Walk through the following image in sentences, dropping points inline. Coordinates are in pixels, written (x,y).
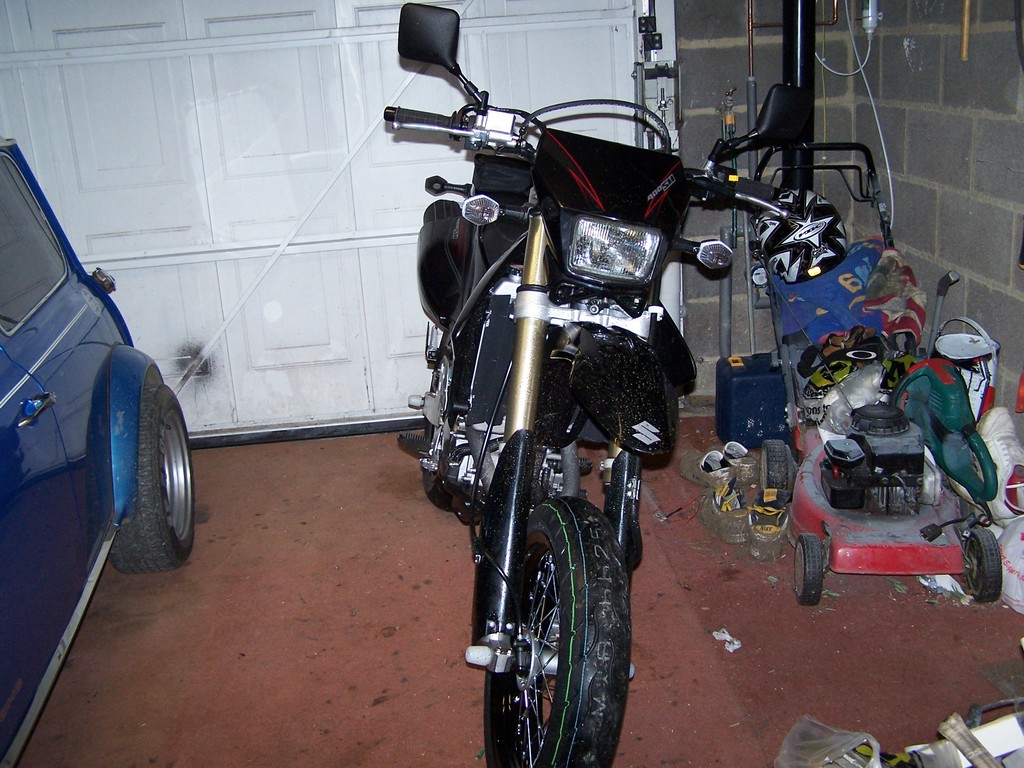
In this image in front (583,649) there are vehicles (575,637) and a few other objects (812,359). In the background of the image (377,217) there is a door (339,315). On the right side of the image (944,135) there is a wall (972,157). At the bottom of the image (296,664) there is a mat (272,624).
